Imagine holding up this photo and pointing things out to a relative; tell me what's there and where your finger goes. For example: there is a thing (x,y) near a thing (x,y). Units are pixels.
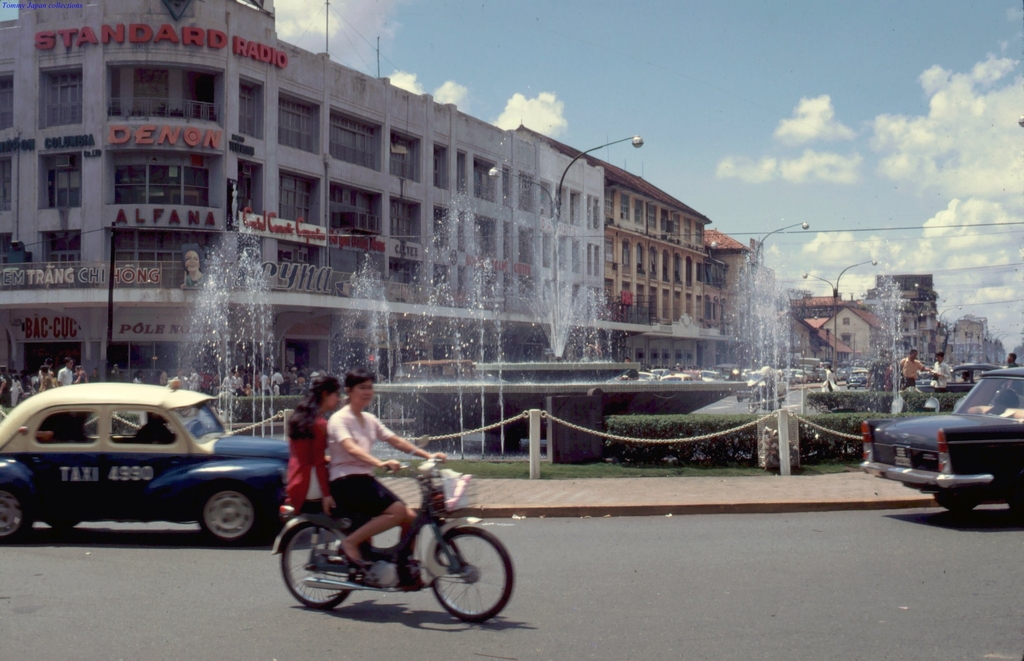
In this picture I can see group of people (307,443) riding the vehicles (877,458) on the road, there are water fountains (526,372), plants (815,400), there are chain barriers (757,422), poles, lights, boards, there are buildings (621,251), and in the background (752,179) there is sky (701,77).
